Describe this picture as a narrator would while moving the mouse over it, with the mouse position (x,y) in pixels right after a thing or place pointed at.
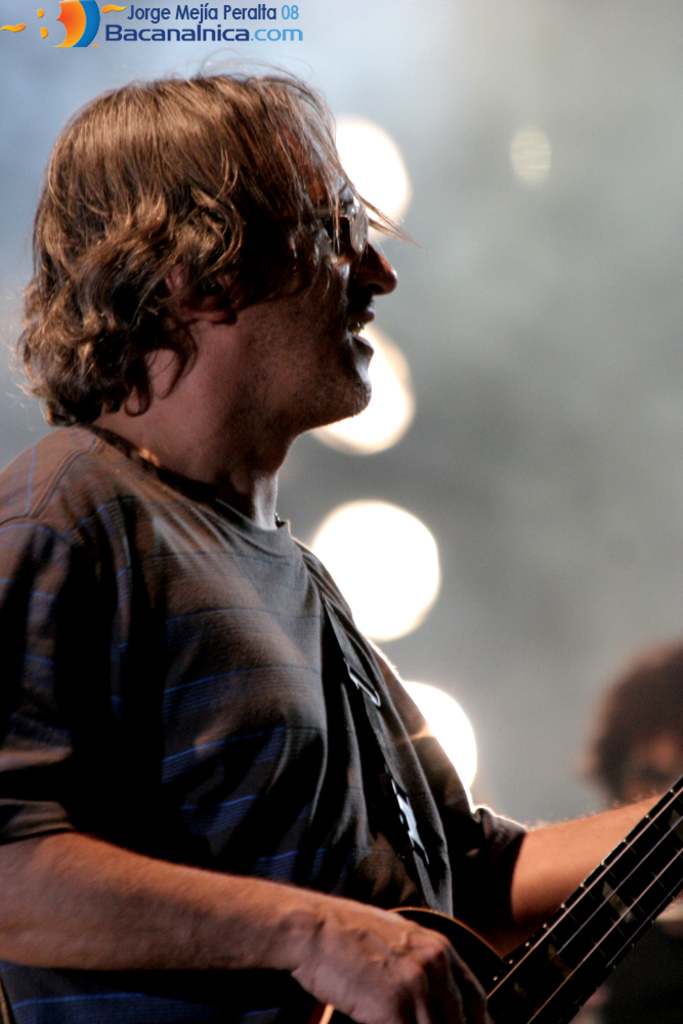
This is the picture of the man (571,875) standing and playing the guitar (521,1023) in his hand (320,938).
